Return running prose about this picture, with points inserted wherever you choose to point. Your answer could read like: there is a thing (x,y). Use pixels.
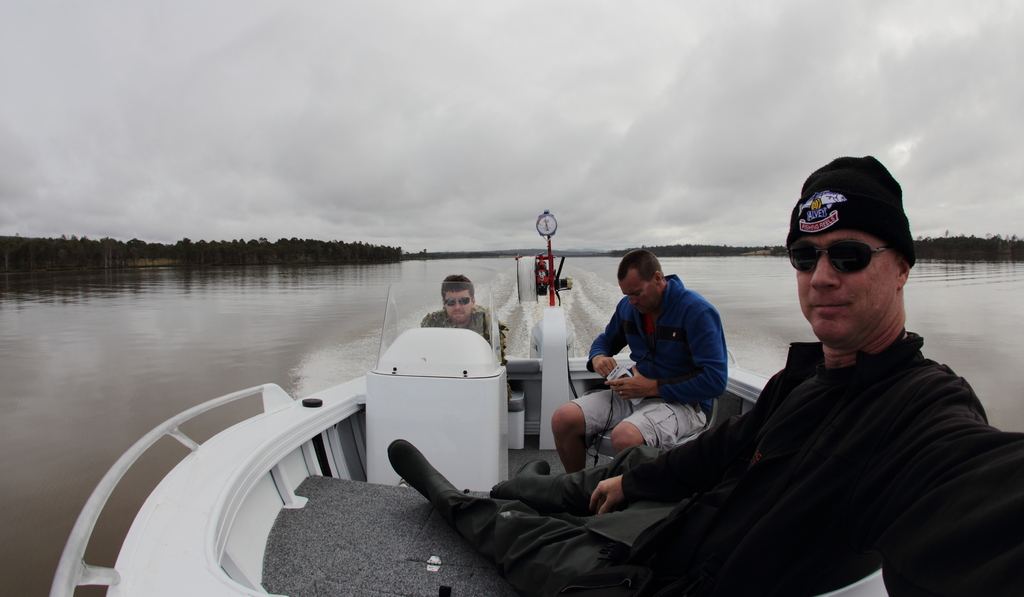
In this image, there is a white color boat (158,545), there are some people (645,331) sitting in the boat (389,316), there is a man (856,465) taking a selfie in the boat (764,378), he is wearing specs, in the background (121,361) we can see water (7,386), there are some trees (245,249), at the top (576,21) there is a white color sky (545,22).
